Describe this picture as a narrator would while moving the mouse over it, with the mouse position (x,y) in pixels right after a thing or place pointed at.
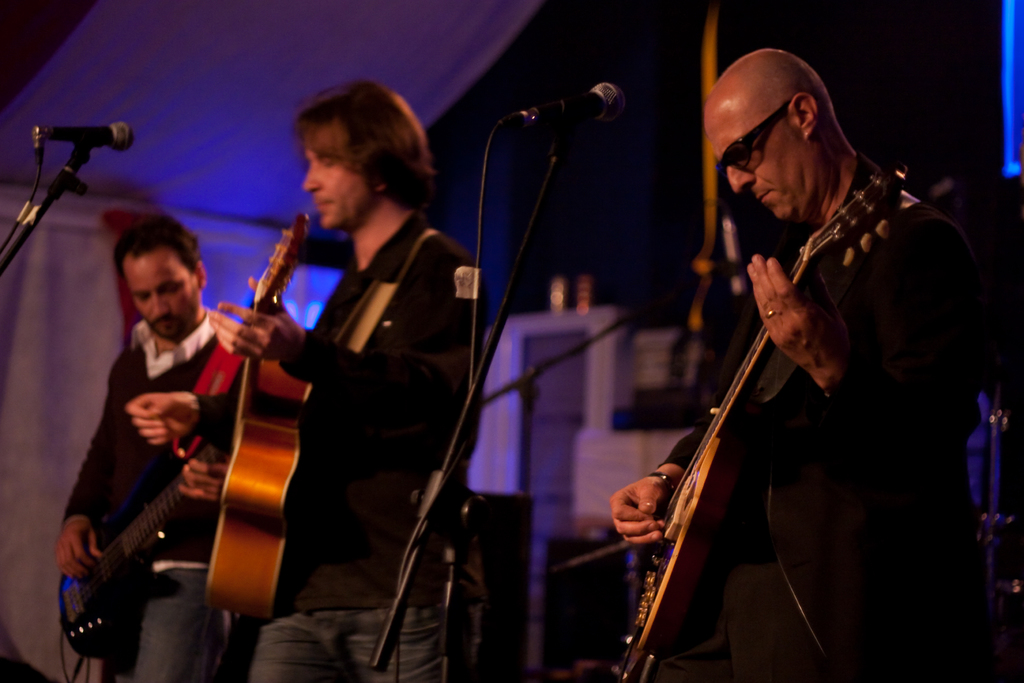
In this image there are three persons (752,414) playing guitar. In front of them there are mic (46,201). They are wearing black dress (396,440). It seems like they are standing under a tent (445,36).
